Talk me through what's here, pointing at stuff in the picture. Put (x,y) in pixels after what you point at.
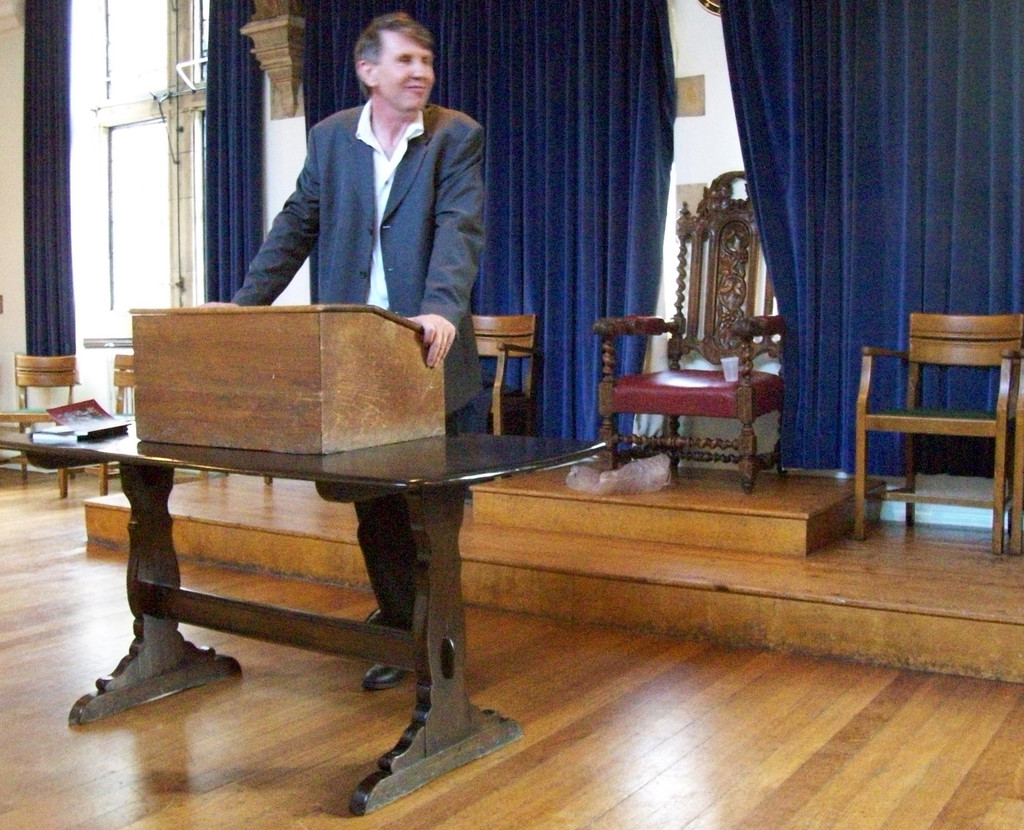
There is a man (425,217) standing and holding a wooden box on a table (493,436) behind him there is a blue curtain (555,216) and chair (729,398) on a wooden floor (517,802).
